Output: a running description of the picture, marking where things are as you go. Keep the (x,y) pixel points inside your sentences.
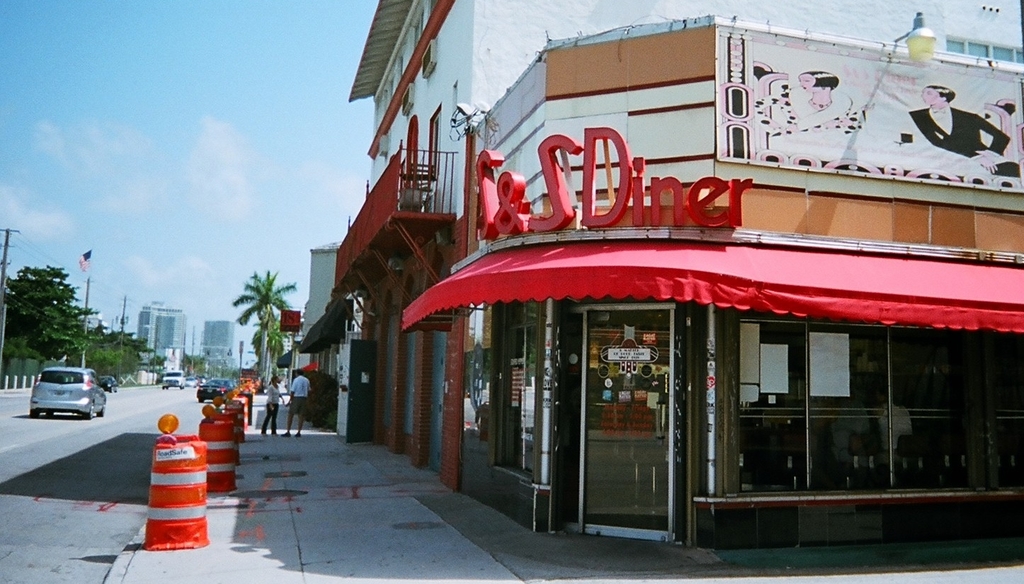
In this image we can see a shop (868,377). Left side of the image (105,460) road (65,491) is there, on road (69,514) cars (74,404) are moving. Middle of the image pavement (309,500) is there and two persons (302,396) are standing. To the corner of the pavement (176,566) orange and white color barrels (187,472) are there. Background of the image (74,332) buildings (214,334) and trees (69,320) are present. And we can see electric poles (12,229) and wires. The sky (121,283) is in blue color.
